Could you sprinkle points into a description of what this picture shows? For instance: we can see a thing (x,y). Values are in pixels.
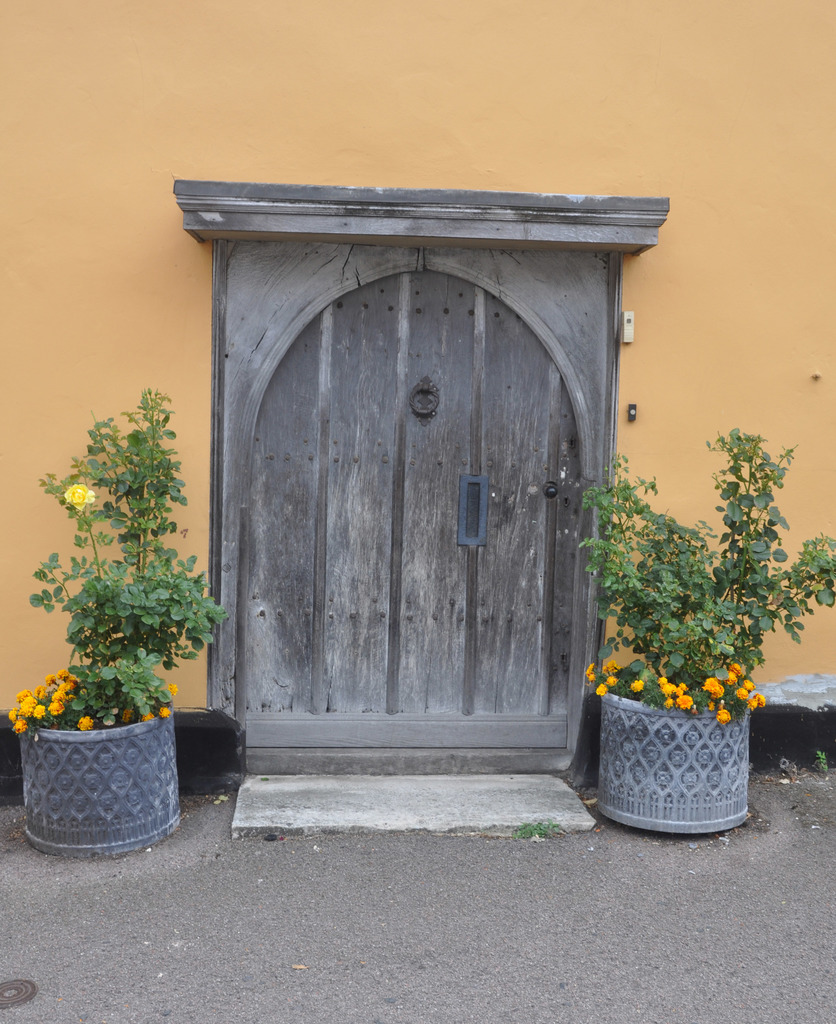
In this picture we can see house plants (629,681) with flowers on the ground (443,888), door (424,537), wall (351,38) and some objects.
